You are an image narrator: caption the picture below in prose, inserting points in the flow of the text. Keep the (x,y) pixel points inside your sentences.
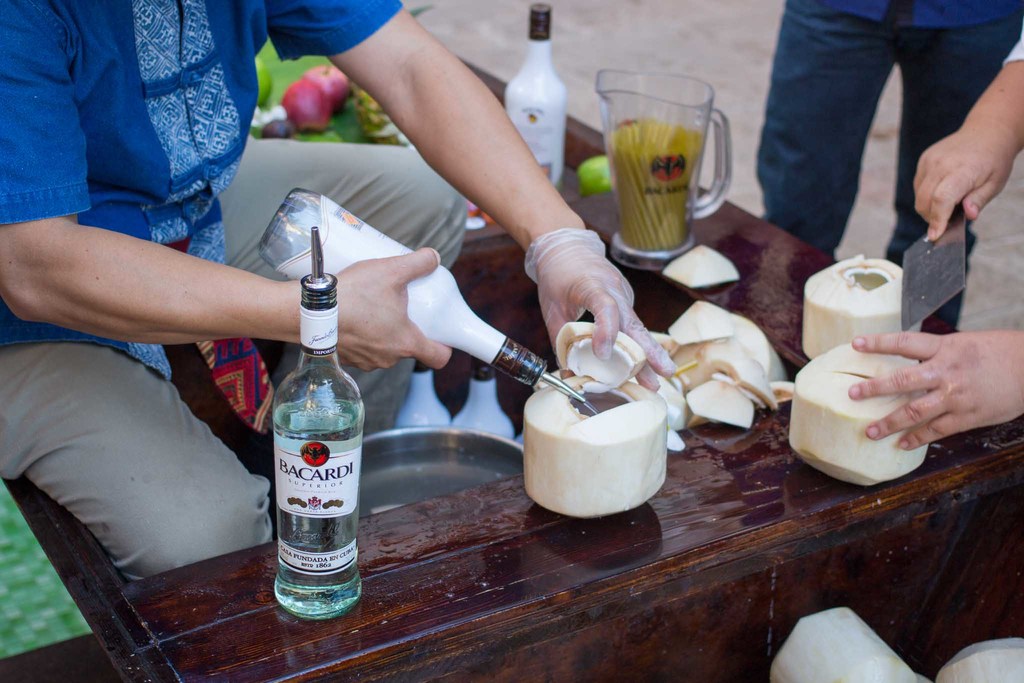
In this picture i could see a person (369,271) filling the coconut (602,433) with some liquid (596,407) holding a bottle (451,315) in his right hand (350,291) and i could see another person (883,382) to the right of the picture (912,382) cutting a coconut (860,436) with the knife (939,287) and there are some bottles (329,504) straws (679,197) and to the right side of the picture (866,90) i could see another person (859,104) and in the background (311,96) i could see some apples (313,105).
